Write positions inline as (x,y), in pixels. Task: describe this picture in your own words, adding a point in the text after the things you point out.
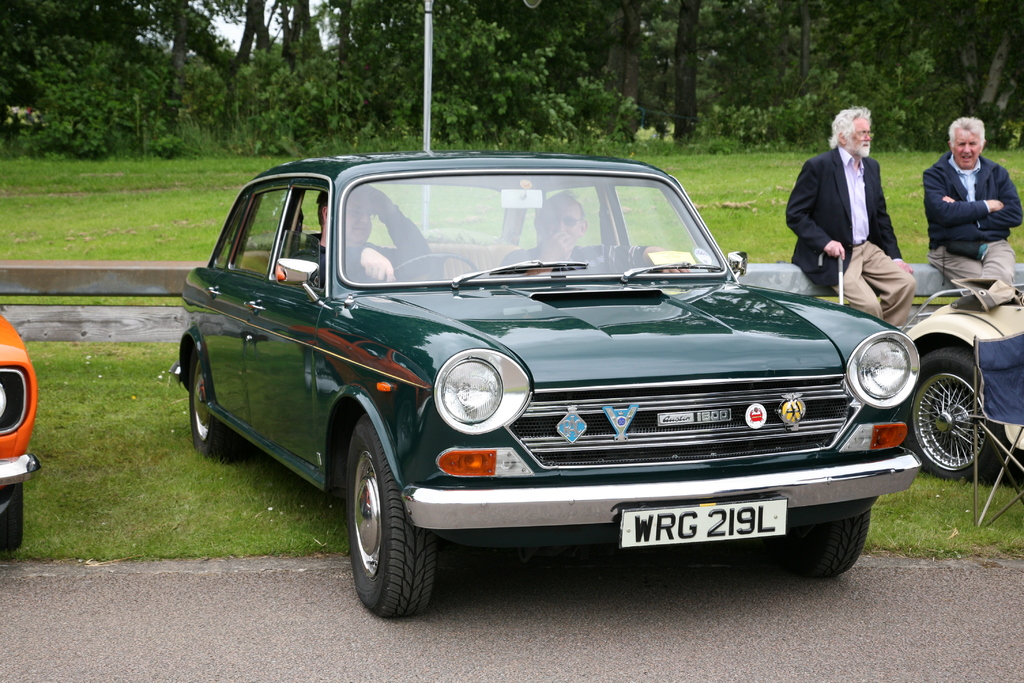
Here we can see a car (502,218) on the road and a person (575,226) is sitting in it, and here is the grass (87,211), and at back (319,88) here are the trees (371,57).
